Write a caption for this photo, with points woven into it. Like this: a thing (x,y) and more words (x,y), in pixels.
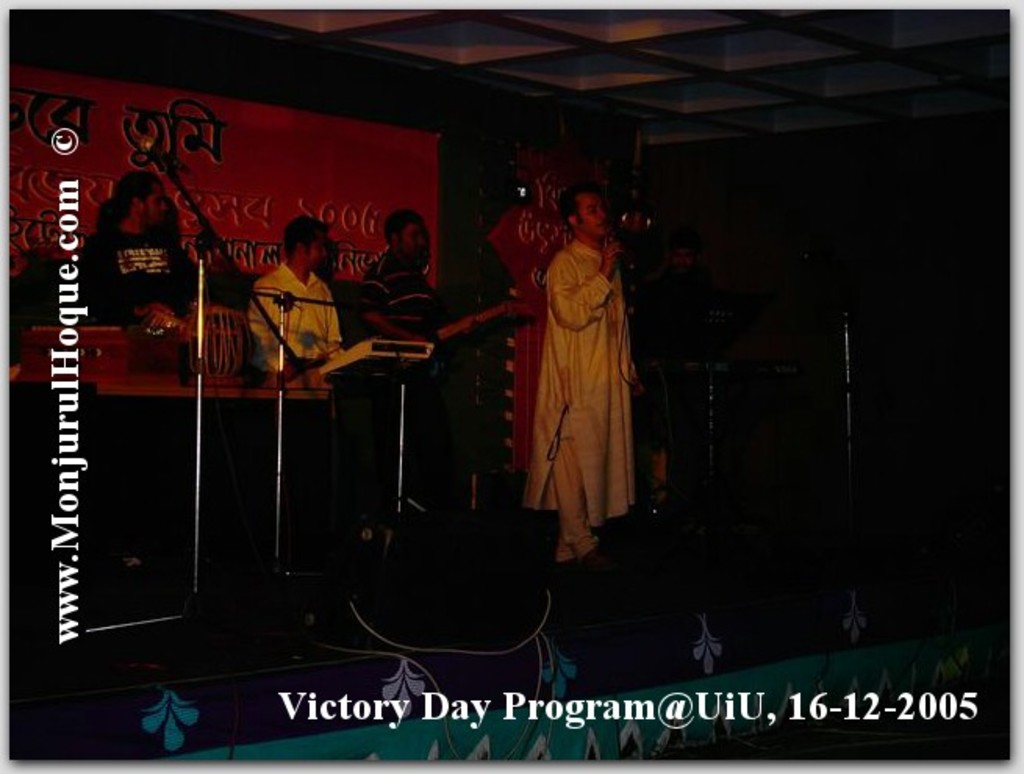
In the middle of the image (606,385) a man (559,305) is standing and holding a microphone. Besides him there are some microphones (278,302). Behind them few people (142,187) are standing and holding some musical instruments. Behind them there is a banner (48,112). At the top of the image (591,91) there is ceiling (239,23).
